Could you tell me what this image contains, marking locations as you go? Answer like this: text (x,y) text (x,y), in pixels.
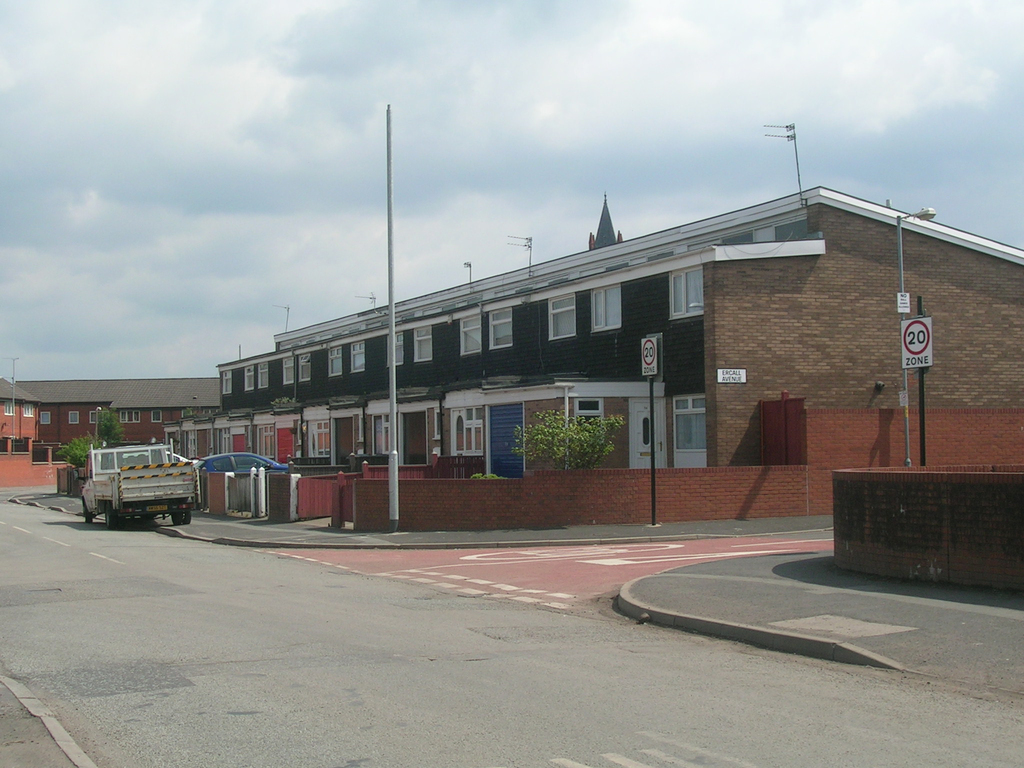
In this image we can see the vehicles (182,480) on the ground (268,549) and there are boards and poles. We can see the buildings (397,400), trees (114,425), road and at the top (381,125) we can see the sky (401,121).
